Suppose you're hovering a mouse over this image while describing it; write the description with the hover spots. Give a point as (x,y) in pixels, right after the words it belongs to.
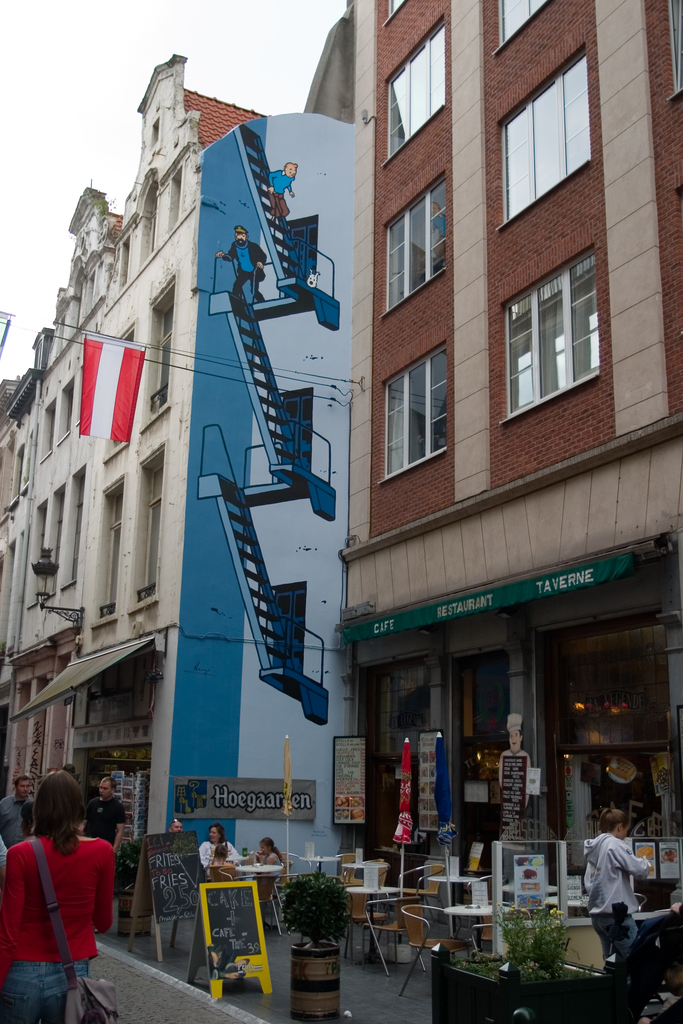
As we can see in the image there are buildings (316,721), banners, few people (74,930) here and there, chairs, tables (443,879) and plants (554,959). On building (291,253) there is a drawing (219,341). On the top (129,88) there is sky (212,18).
